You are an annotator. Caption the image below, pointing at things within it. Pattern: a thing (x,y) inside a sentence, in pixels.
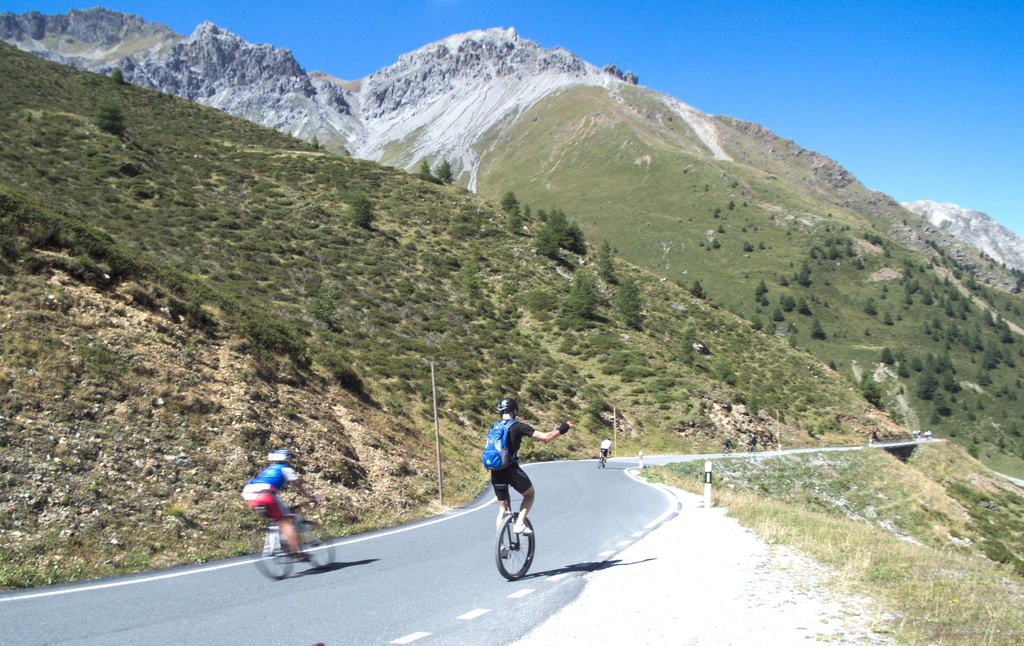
In the center of the image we can see people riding bicycles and a unicycle (500,535) on the road (417,545). In the background (264,239) there are hills (562,167) and sky (599,29). On the right (933,530) there is grass (928,589).
